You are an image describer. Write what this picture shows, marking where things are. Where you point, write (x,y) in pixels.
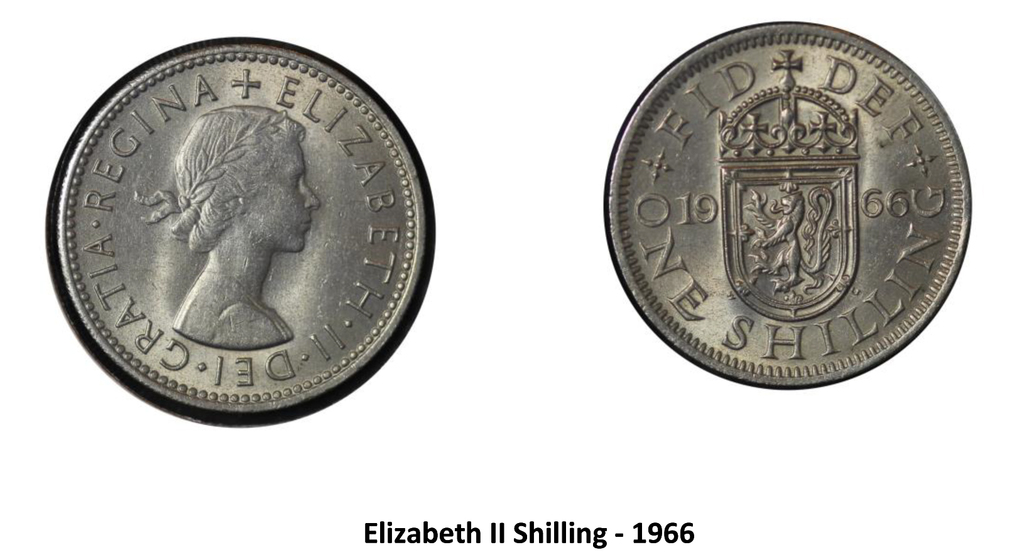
In this picture we can see two coins (752,297) and some text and in the background (635,384) we can see it is white color.
